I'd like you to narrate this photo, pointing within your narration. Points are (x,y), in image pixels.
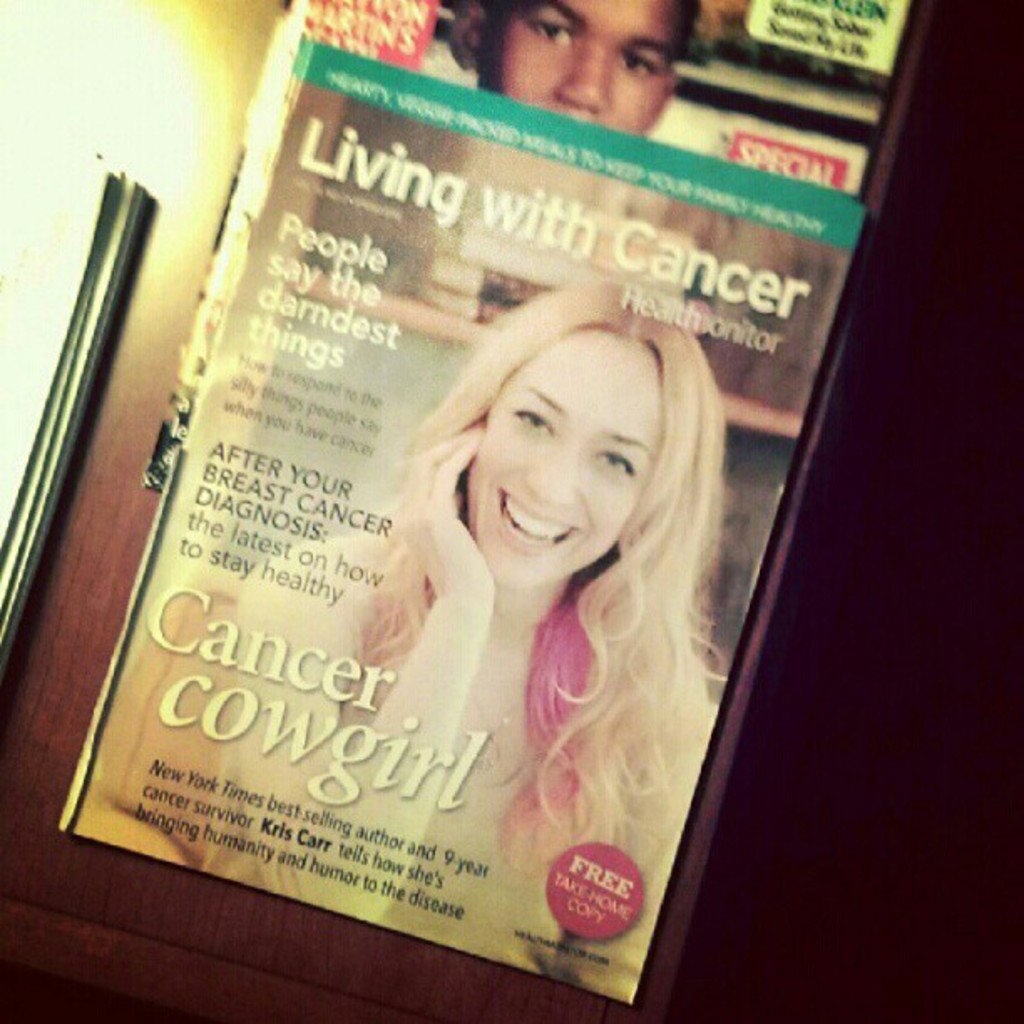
In this image I can see few books (750,374) on the table (129,885) and I can also see two persons (516,552) and something written on the books (399,621).
